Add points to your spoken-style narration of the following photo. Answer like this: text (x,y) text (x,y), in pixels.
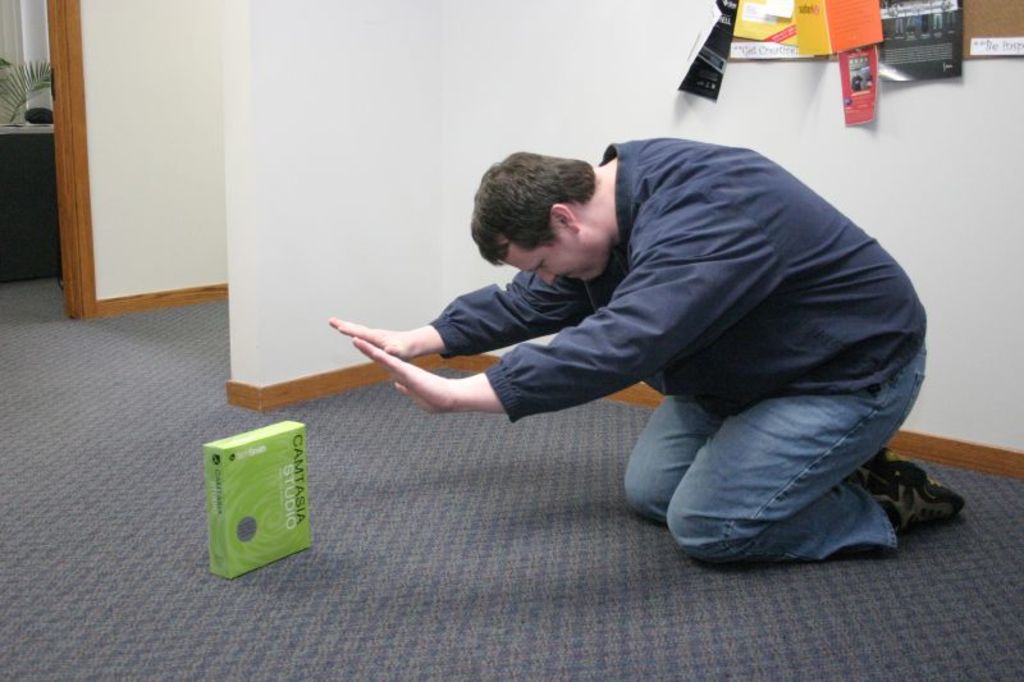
In this image there is a person (594,287) bowed down on his knees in front of a cardboard box (229,518), behind him on the wall (806,73) there are posters (721,48) on the display board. On the left side of the image (13,220) there is a table (28,243), chair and a plant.
